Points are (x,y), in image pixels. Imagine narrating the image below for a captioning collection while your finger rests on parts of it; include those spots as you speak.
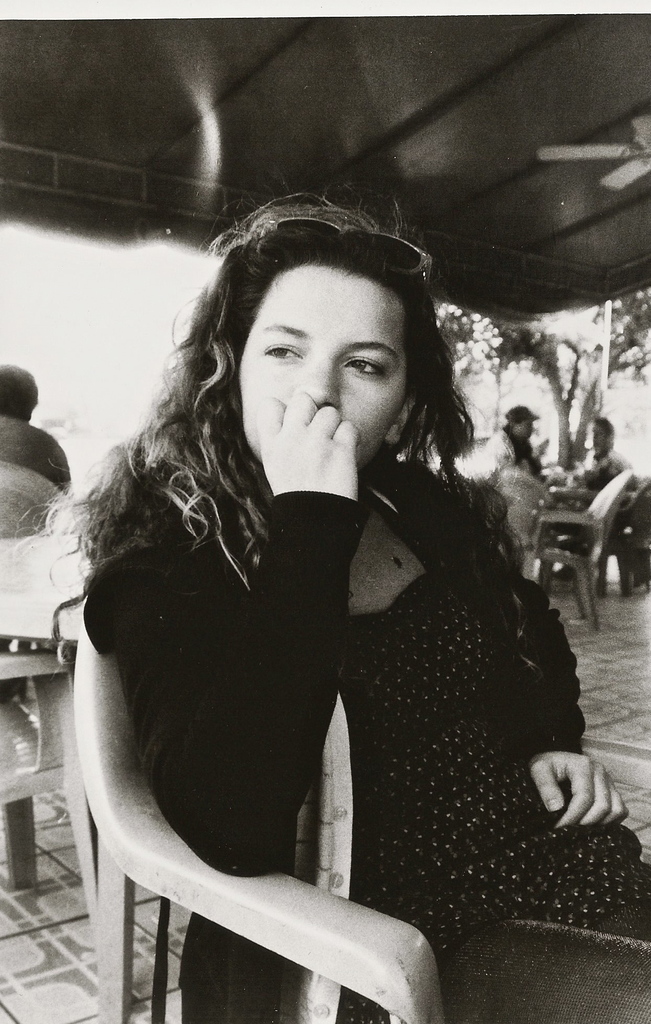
This pictures seems be of outside. In the foreground (456,754) there is a woman (344,434) sitting on the chair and in the background (597,424) there are three persons (594,466) sitting on the chairs (623,475) and we can see the tree (538,334), ceiling fan (640,136) and another chair (601,521).
